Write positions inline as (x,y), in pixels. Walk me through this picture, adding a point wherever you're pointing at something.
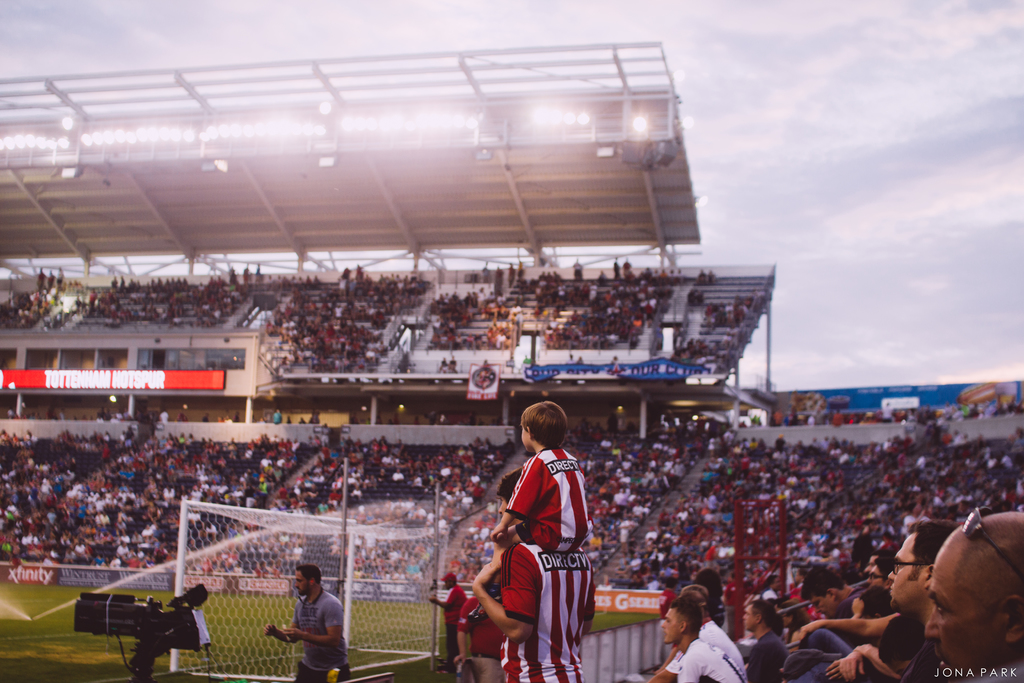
In this image we can see group of persons (550,625) standing. One person (551,588) is carrying a boy (554,519) on his shoulders (531,550). On the left side of the image (152,624) we can see a camera (167,635) placed on the stand (148,663), a sprinkler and a goal post (177,582) on the grass field (431,669). On the right side of the image (936,602) we can see group of audience (673,618) sitting on chairs (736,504). In the background (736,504), we can see a shed (428,229), some metal poles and some lights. At the top of the image (747,131) we can see the sky (545,42).
